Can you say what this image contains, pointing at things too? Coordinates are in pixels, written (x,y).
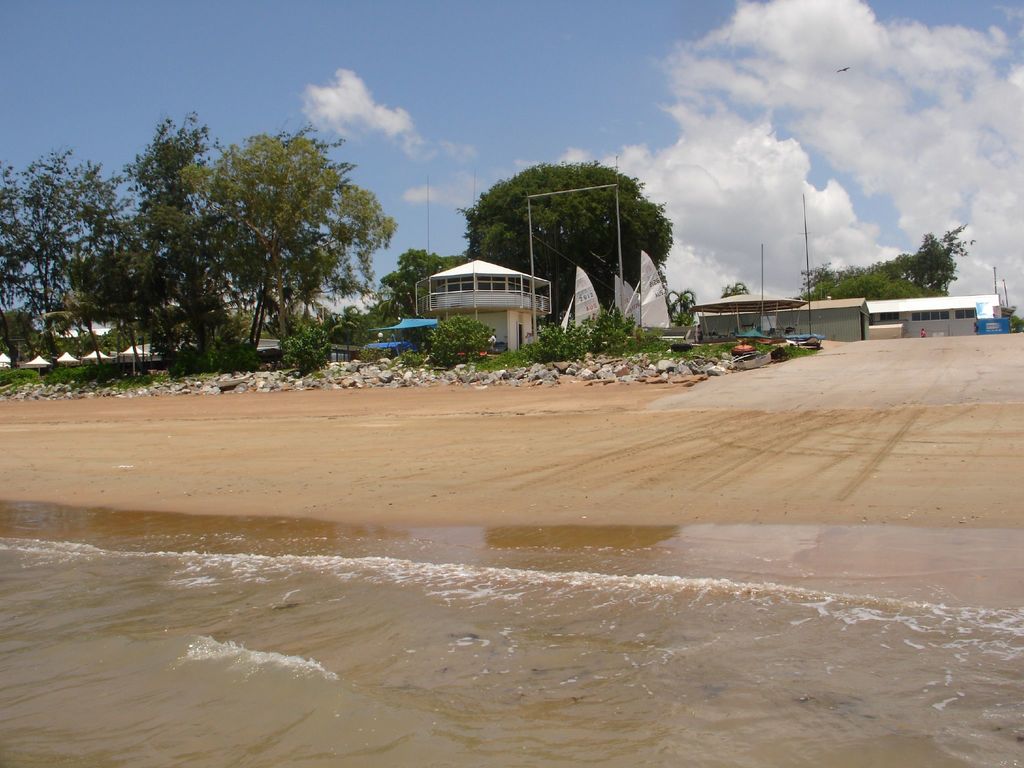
In the foreground of this image (351,709), there is water (289,764) and sand (548,465) in the middle (419,490). In the background (204,373), there are boats (594,294), plants (606,320), trees (568,282), building (854,334), poles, sky (750,155) and the cloud (728,155).
